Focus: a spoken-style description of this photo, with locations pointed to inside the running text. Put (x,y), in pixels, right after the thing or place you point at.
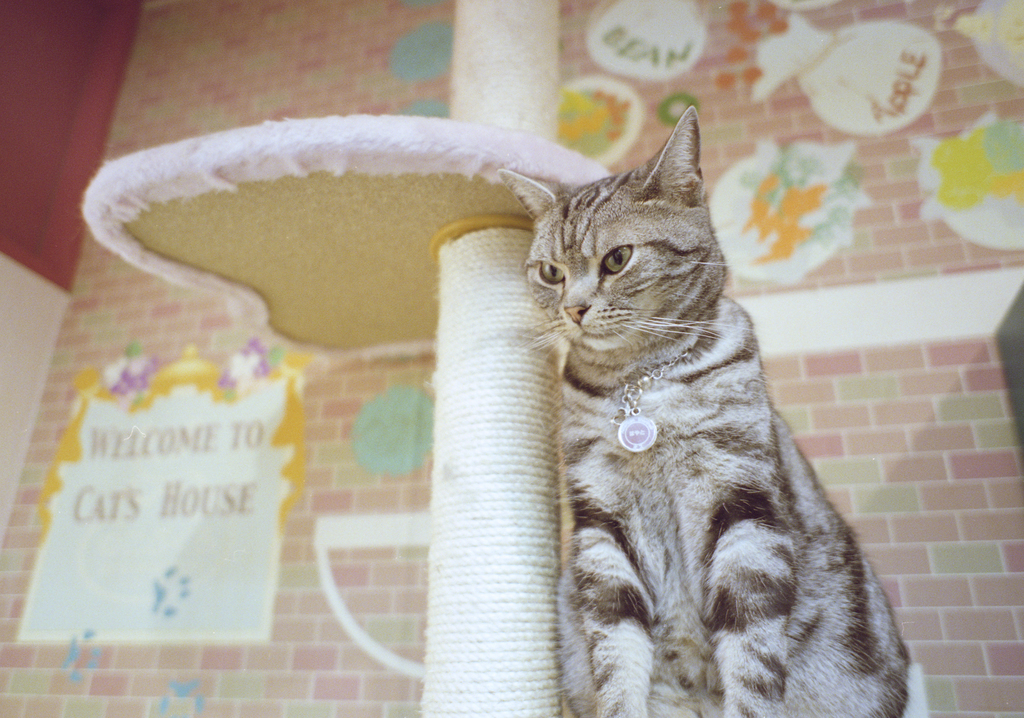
It is a cat (711,434) in the middle of an image (669,306) and this is the wall (909,427).
